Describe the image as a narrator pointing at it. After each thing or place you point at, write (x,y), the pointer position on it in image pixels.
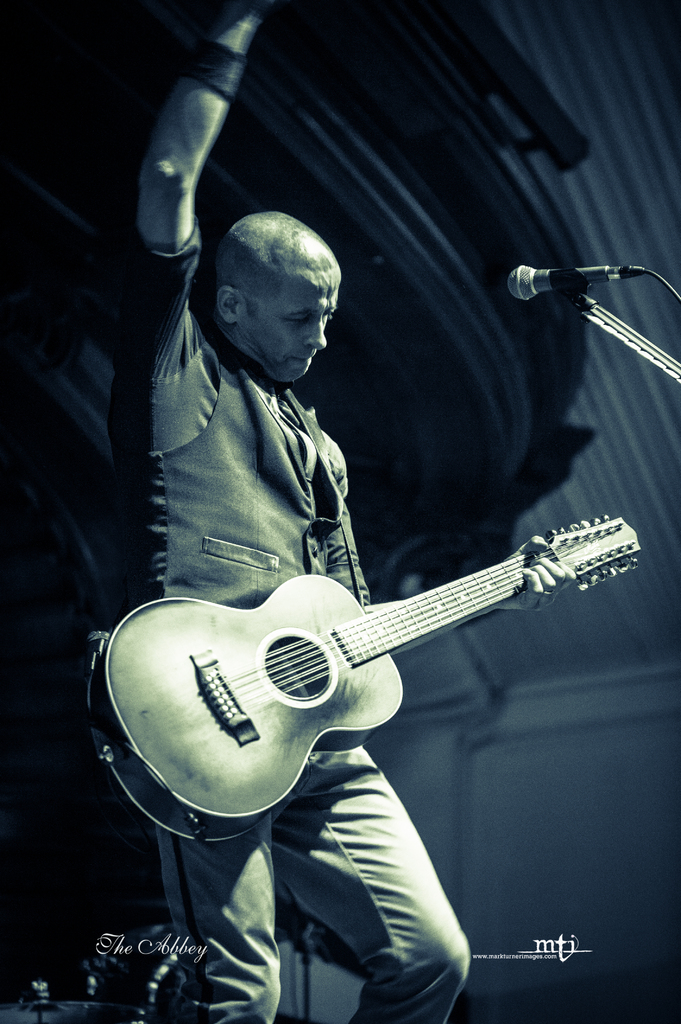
In this image there is a person (238,505) standing and holding guitar (383,664) and at the right side (524,276) there is a microphone (533,276).
